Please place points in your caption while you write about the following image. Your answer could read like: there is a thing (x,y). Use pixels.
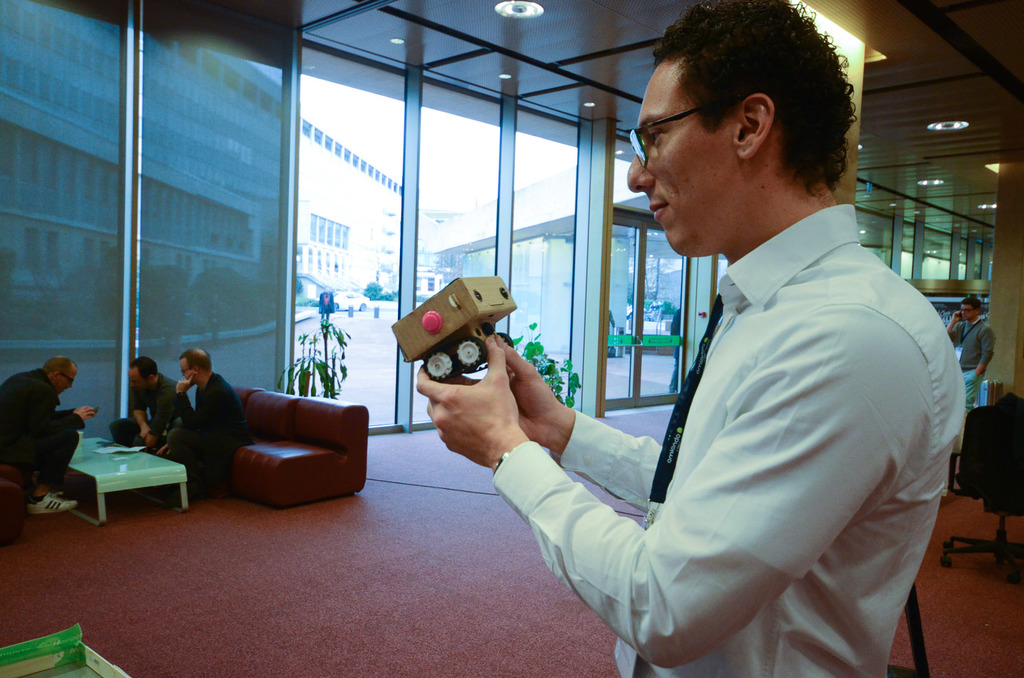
In this picture I can see a man (761,116) holding an object (441,368) on the right side (824,544). On the left side (229,477) few persons (217,385) are sitting on the sofa (246,452), in the background (401,179) there are buildings (307,280), glass walls (419,304), at the top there are ceiling lights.
